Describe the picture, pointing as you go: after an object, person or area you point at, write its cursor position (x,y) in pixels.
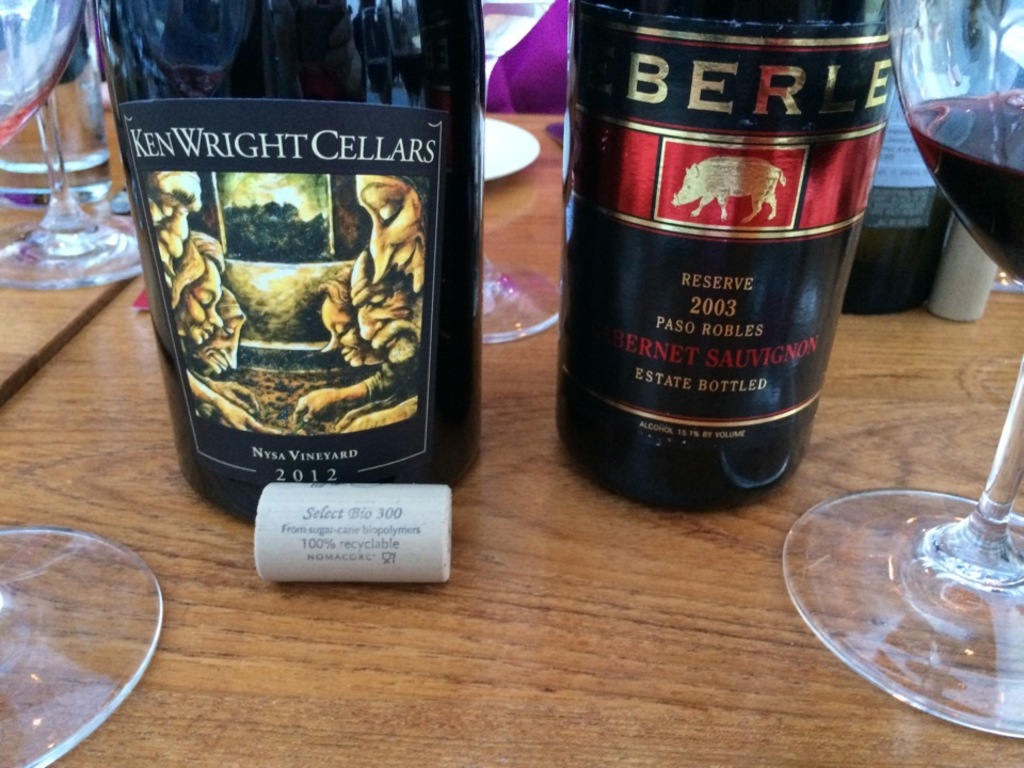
In this picture, we see a brown table (420,632) on which two glass bottles (648,321), glass (912,112) containing wine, glasses (524,324), water glass (88,112), white plate (523,157) and a cork (386,555) are placed.
